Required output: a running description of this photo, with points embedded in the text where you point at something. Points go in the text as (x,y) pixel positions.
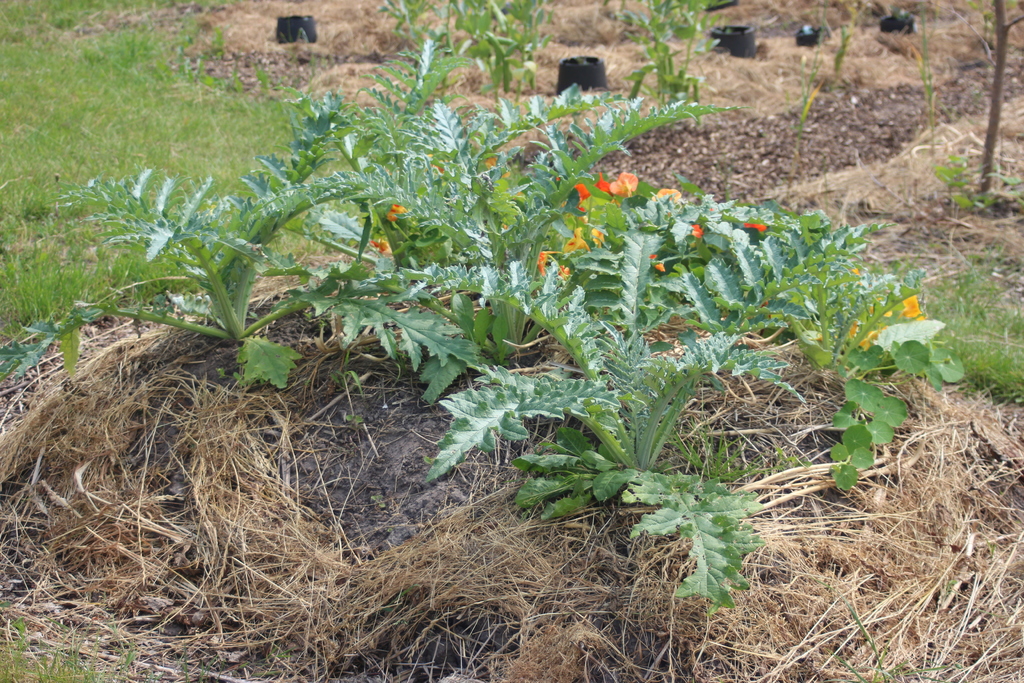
In the picture I can see the flowering plants (611,245) and green leaves (666,255). I can see the grass (480,555) at the bottom of the picture (651,590). I can see the green grass (115,130) on the top left side of the picture (72,94). I can see the black color objects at the top of the picture (715,31).
